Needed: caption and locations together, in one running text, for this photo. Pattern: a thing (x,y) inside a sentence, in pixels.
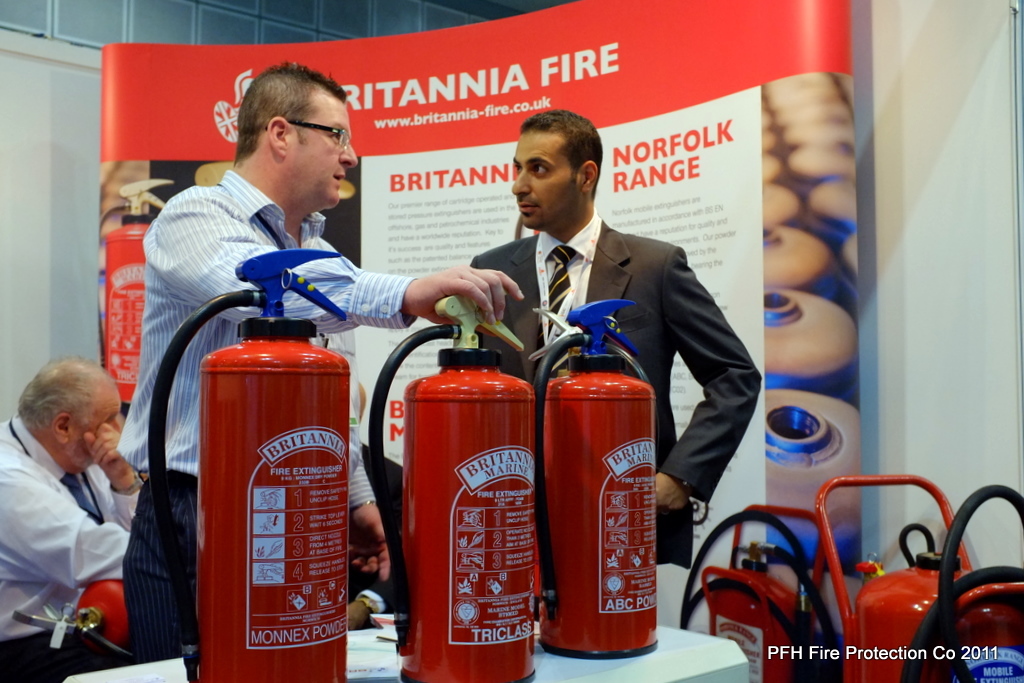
At the bottom of the image (662,646) there is a table (671,657) on which there are fire extinguisher cylinders (342,467). Behind them there are two persons (249,317) standing. In the background of the image (116,62) there is a banner (414,275). There is a person (59,367) sitting to the left side of the image (88,584). To the right side of the image (977,651) there are cylinders (889,593) and there is some text (833,651).
